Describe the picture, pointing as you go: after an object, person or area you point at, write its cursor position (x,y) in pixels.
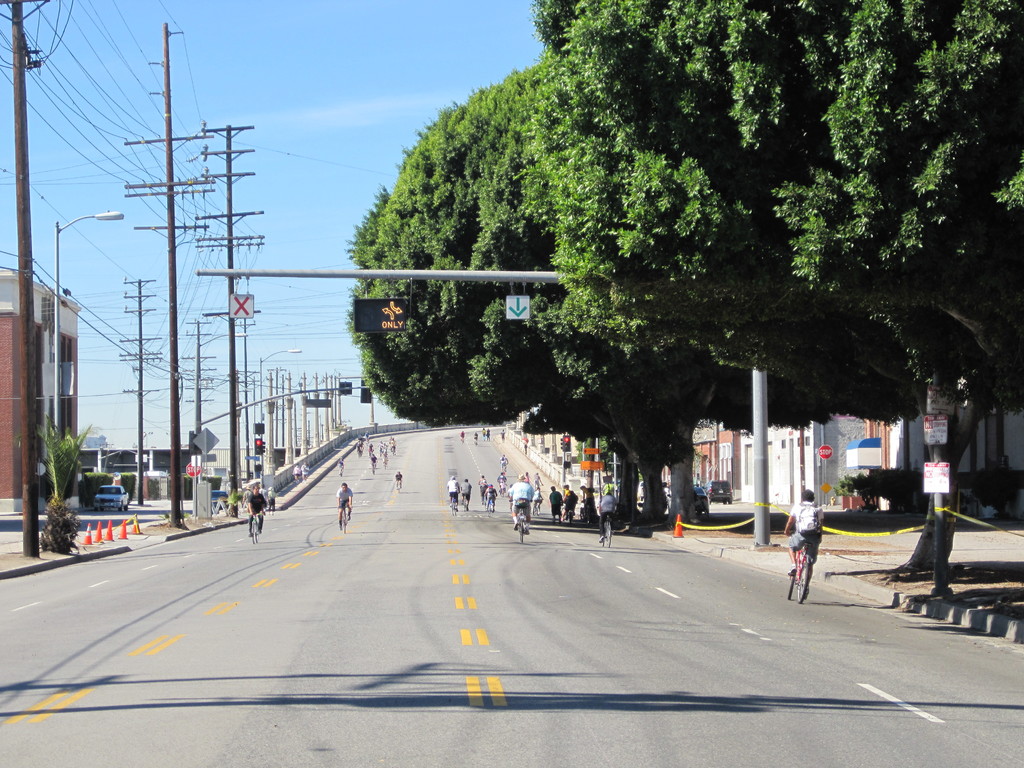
In this image we can see some people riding bicycles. And we can see the road (402,510). And we can see the street lights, electrical poles (173,361). And we can see the traffic cones (109,530), sign boards (941,472) and other boards (937,438). And we can see the buildings (859,457), trees (956,461).
